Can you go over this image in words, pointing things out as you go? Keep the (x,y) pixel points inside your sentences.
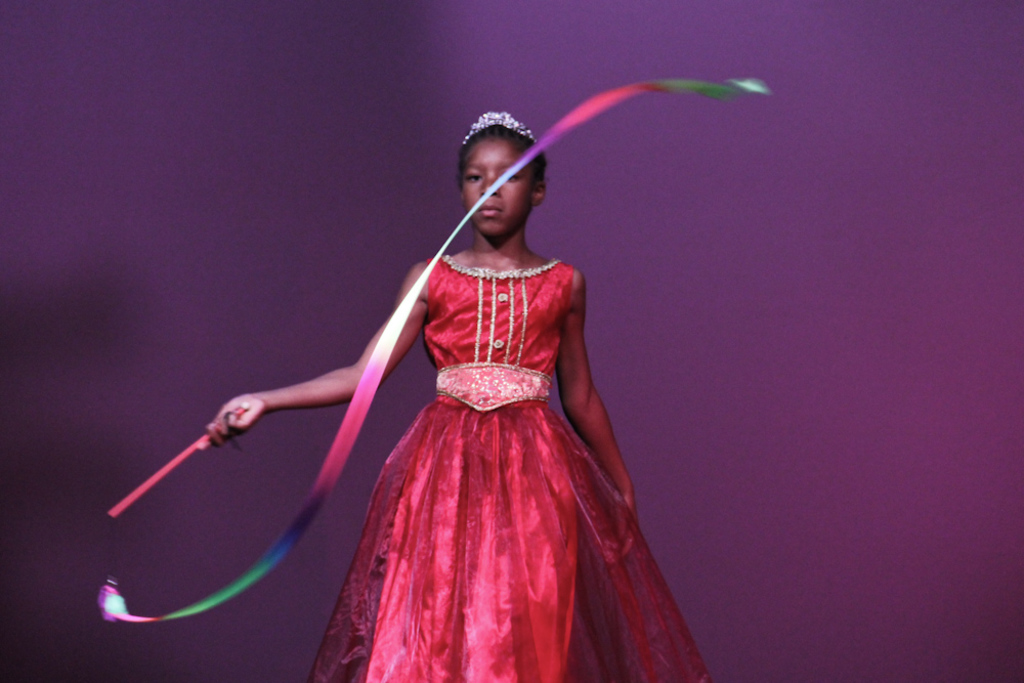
In this picture there is a girl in the center of the image (548,420), by holding a colorful ribbon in her hand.
